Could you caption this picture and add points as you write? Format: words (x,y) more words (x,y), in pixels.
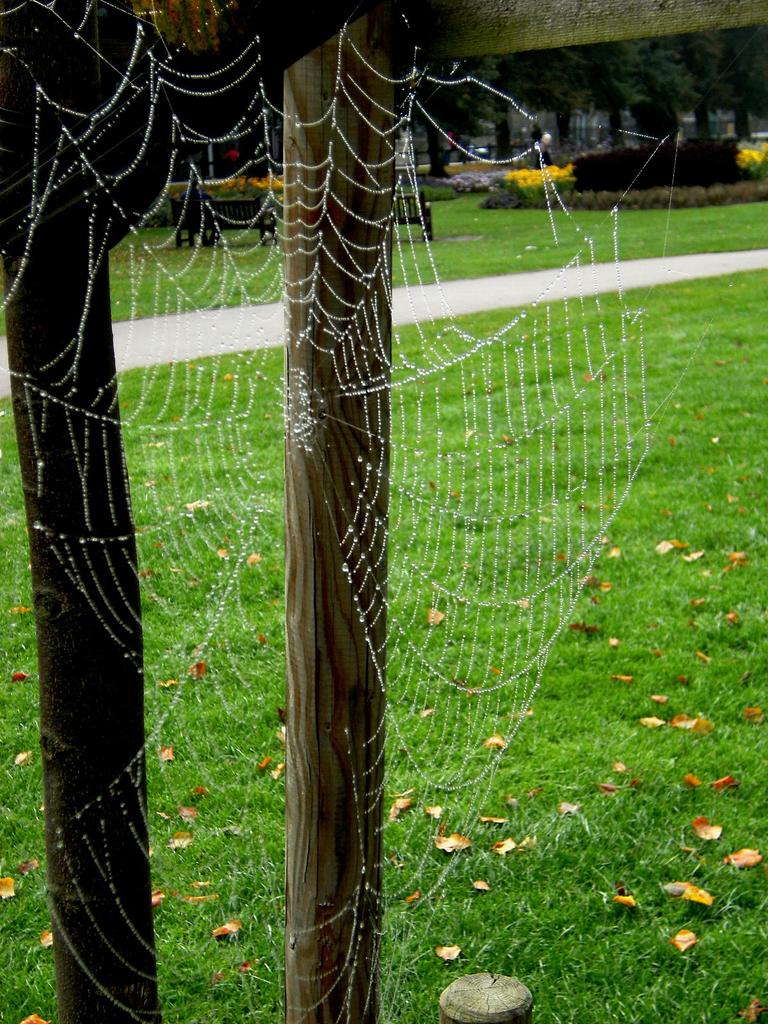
In this image, I can see a spider web (305,417), wooden poles (102,334), pathway (644,268) and grass (631,537). In the background (405,187), I can see benches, plants (540,181) with flowers (524,169) and trees (501,125).
